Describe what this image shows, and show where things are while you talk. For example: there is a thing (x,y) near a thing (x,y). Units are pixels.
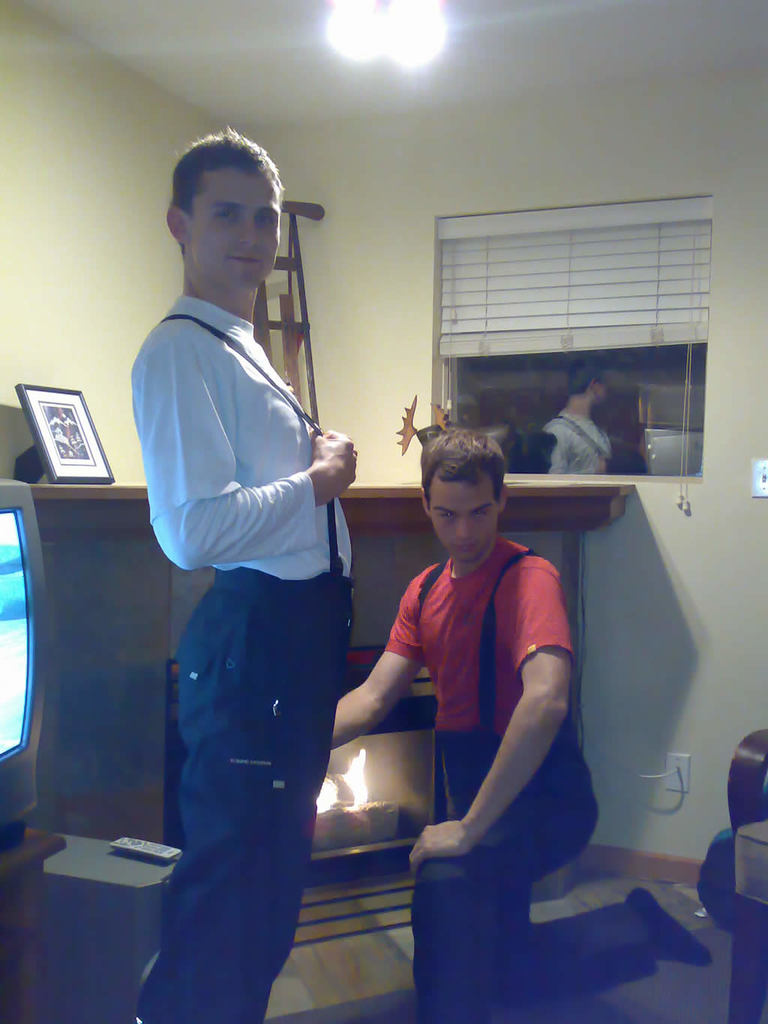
This image consists of two persons (229,809). At the bottom (331,998), there is a floor (320,975). On the left (5,684), there is a TV (7,672). In the front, there is a window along with the glass (678,457). And we can see a table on which there is a frame (61,422). At the top (337,92), there is a roof (335,82) along with the light (360,11). In the middle (390,610), there is a fireplace (338,810).
